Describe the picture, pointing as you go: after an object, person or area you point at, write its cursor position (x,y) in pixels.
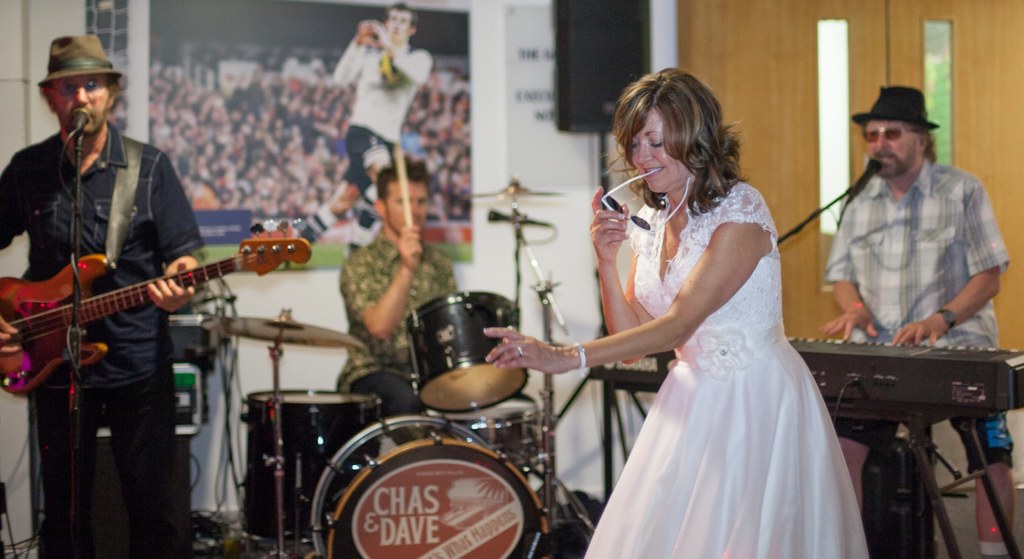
It is an event a women (763,363) wearing white frock (655,314) is dancing around her there are total three people (898,274) one person (899,312) is playing piano (947,366) to his left other person (403,331) is playing drums (436,306) beside him a person (150,261) is standing and playing the guitar (143,296), in the background (392,43) to the wall (583,136) there is a poster (298,72) to the right side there is a speaker (563,95) beside the speaker (581,78) there is a door (852,90).
